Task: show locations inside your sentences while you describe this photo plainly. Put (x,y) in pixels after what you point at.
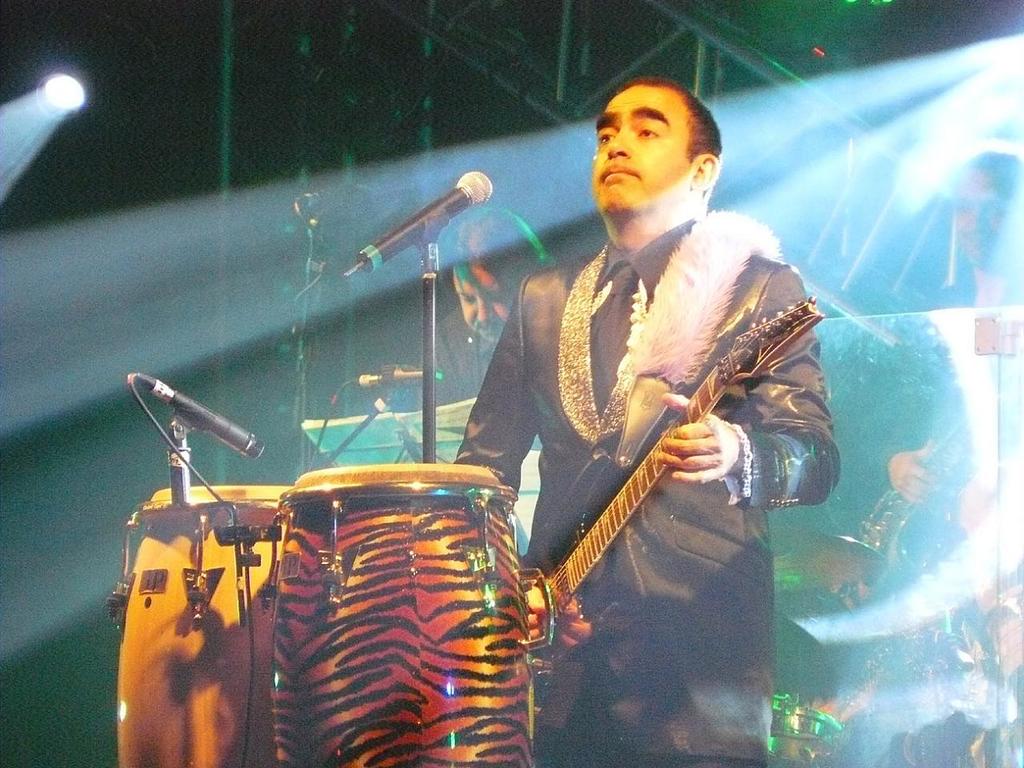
In this image, there is a person (625,187) wearing clothes (606,359) and playing a guitar (626,511). This person (556,369) standing in front of the drums (402,544) and mics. There are another two person (490,246) behind this person (814,414). There is a light (62,88) at the top (61,101).
